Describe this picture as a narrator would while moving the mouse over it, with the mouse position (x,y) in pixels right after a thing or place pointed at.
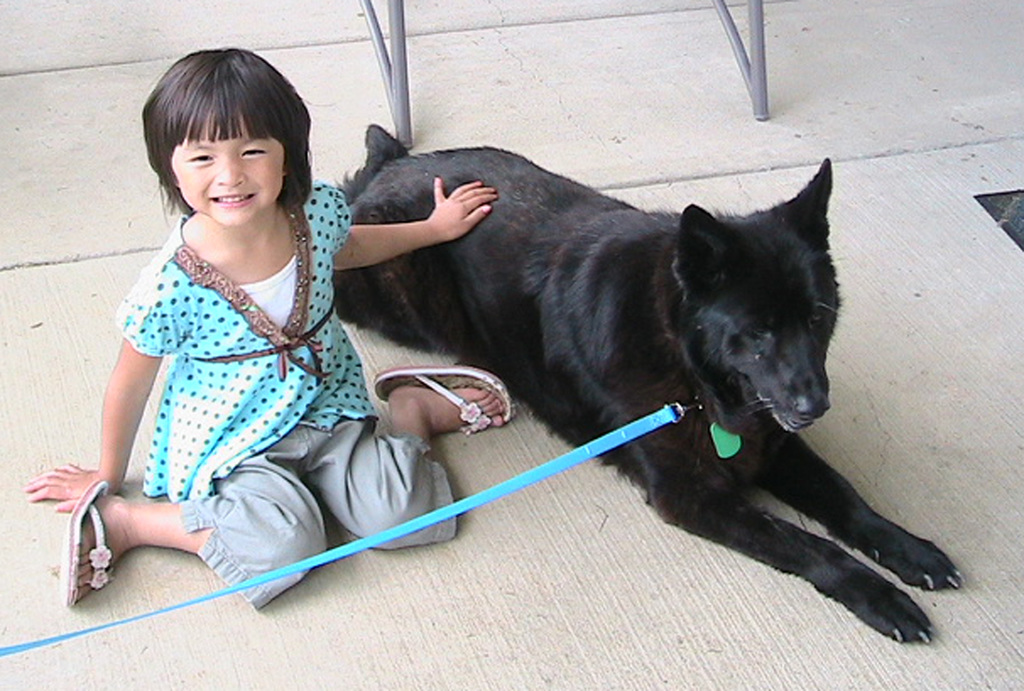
In this picture a small girl (183,243) who is blue dressed is holding a black dog (592,344). The dog (714,468) also has a blue color belt (632,427) attached to it. There is a grey color chair (401,50) in the background (740,62).
